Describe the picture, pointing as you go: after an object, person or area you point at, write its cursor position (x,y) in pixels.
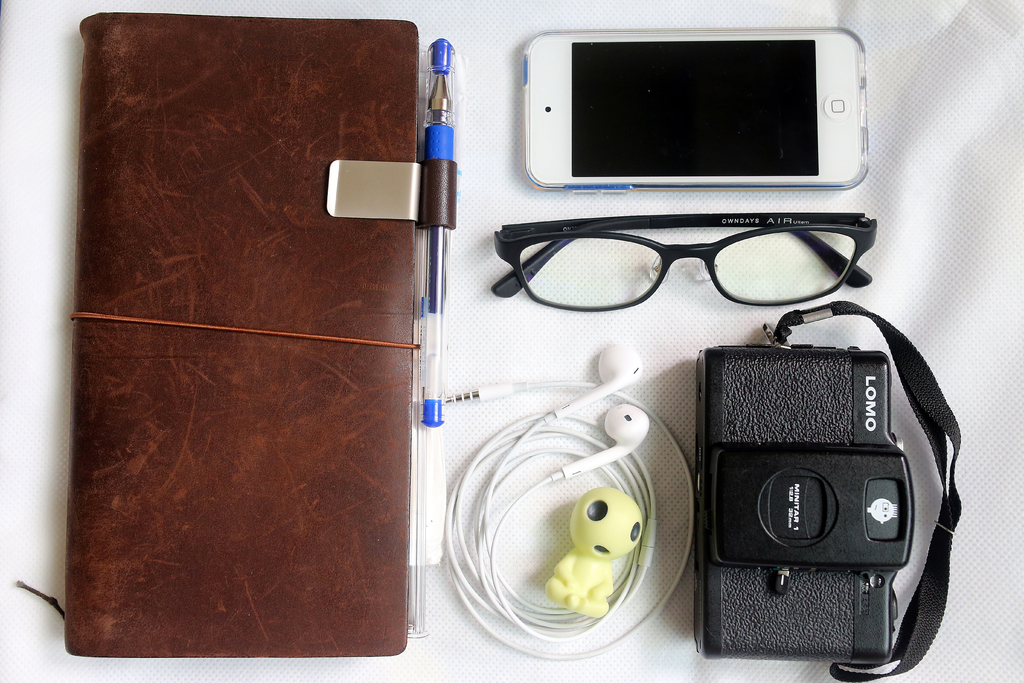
In this image I can see a book (403,123), a pen (441,322), a mobile (817,76), a camera (787,509) and other objects (516,445). These objects (336,403) are on a white color surface (20,344).
